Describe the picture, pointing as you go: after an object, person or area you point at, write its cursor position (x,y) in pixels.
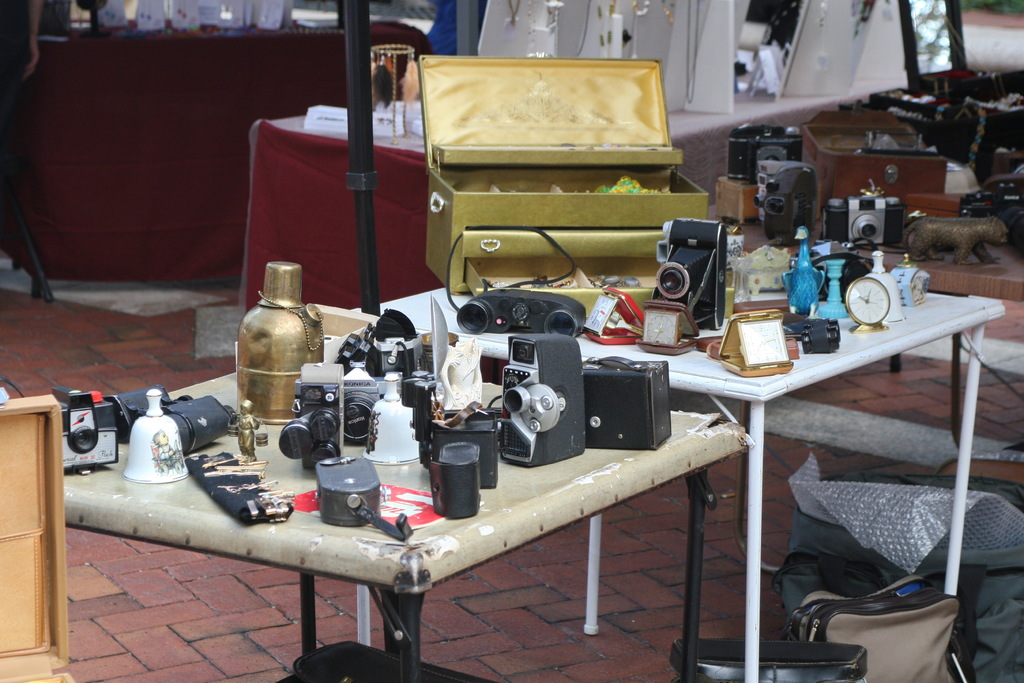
In this image we can see a table (612,496) camera (702,292) and some objects (602,427) on the table (600,484). On the floor (631,632) there is a bag (877,557).
